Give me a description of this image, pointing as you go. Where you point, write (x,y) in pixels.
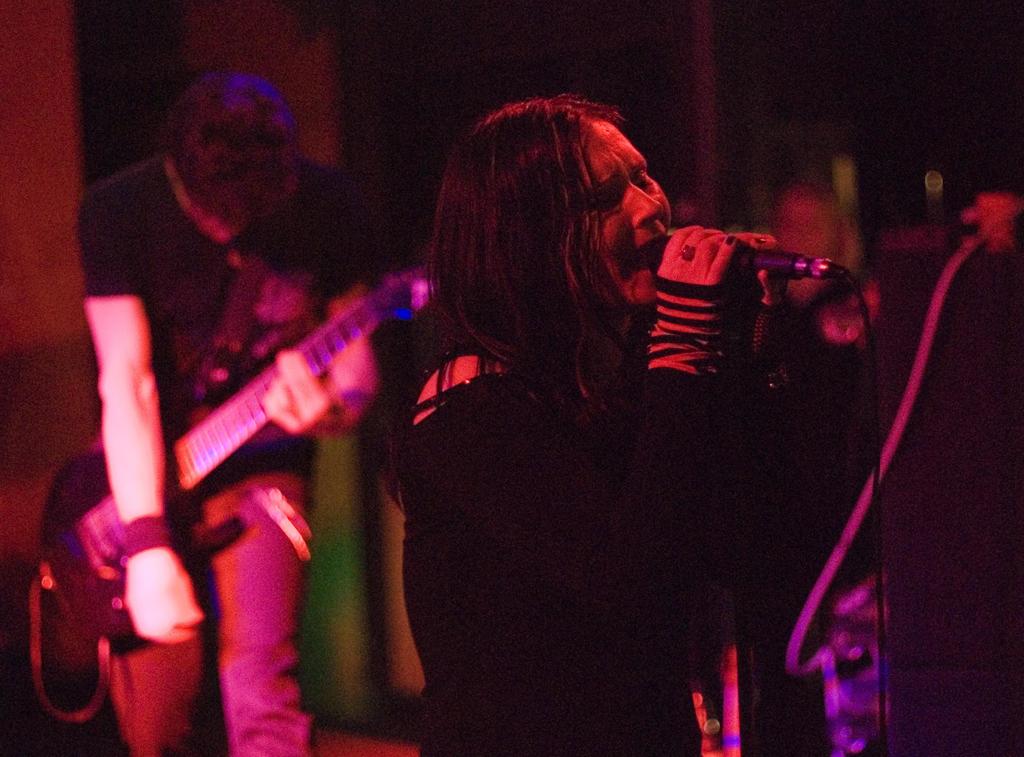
This image in the foreground (527,370) there is one woman (618,440) who is standing and she is holding a mike (782,261) and it seems that she is singing. In the background (168,374) there is another person (155,650) who is standing and he is playing a guitar (363,306), and on the right side (811,428) there is another person (803,371) and in the background (182,85) there is a wall (763,126).
